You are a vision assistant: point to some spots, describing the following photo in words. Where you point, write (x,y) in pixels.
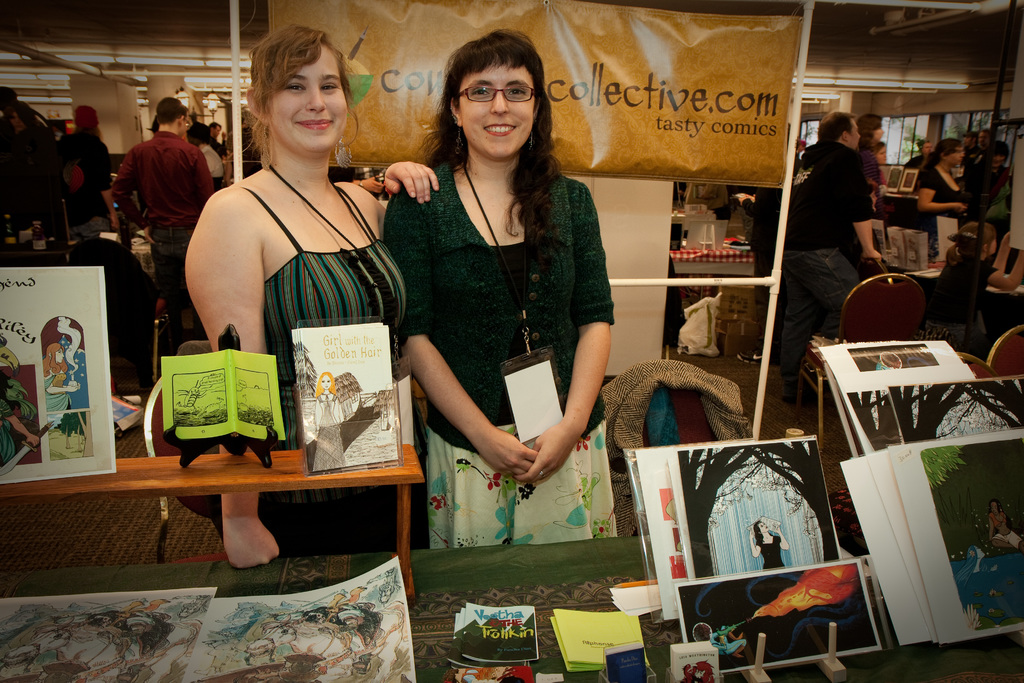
In this picture there are two women (292,270) standing near the table (479,546) and there are photographs (285,667) placed on top of it. In the background (956,210) we also observe few people (934,180) near the tables (886,220).
